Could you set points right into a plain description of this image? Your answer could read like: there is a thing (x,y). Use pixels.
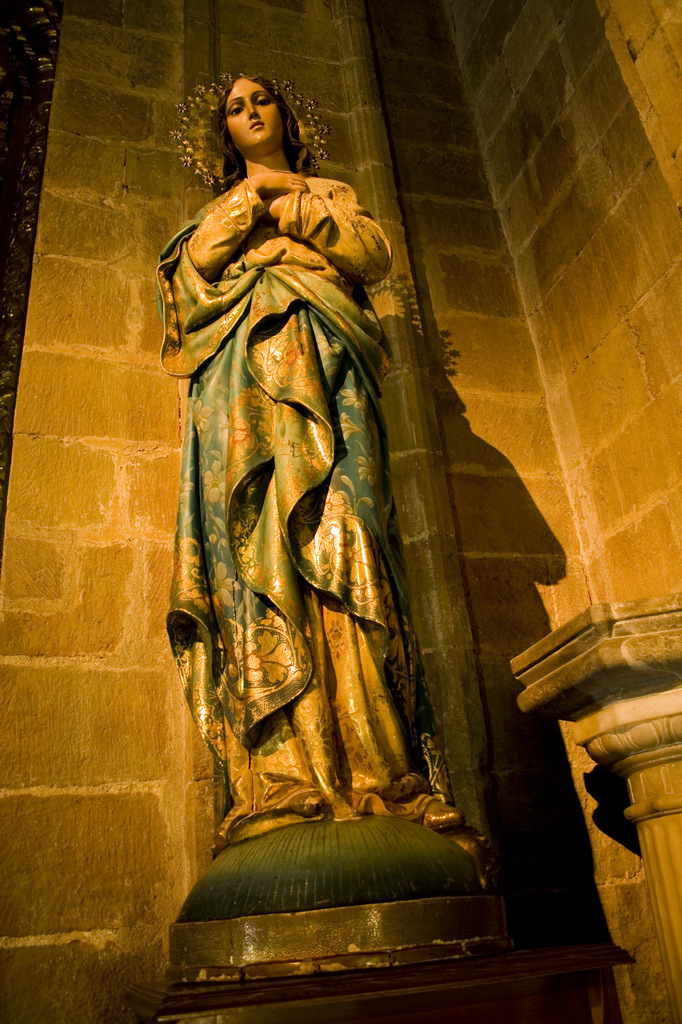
In this picture we can see a statue (367,473) and walls (557,523).
